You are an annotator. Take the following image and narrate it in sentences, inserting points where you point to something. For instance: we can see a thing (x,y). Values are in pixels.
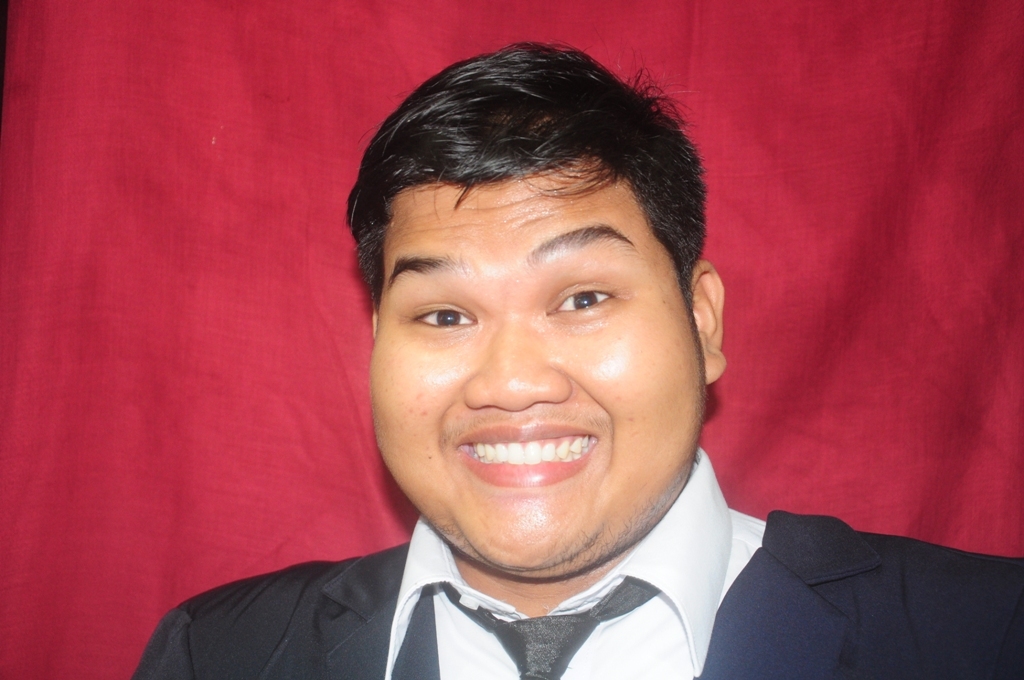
In this image there is a man (435,618) standing and smiling, in the background (104,191) there is red curtain (894,178).
